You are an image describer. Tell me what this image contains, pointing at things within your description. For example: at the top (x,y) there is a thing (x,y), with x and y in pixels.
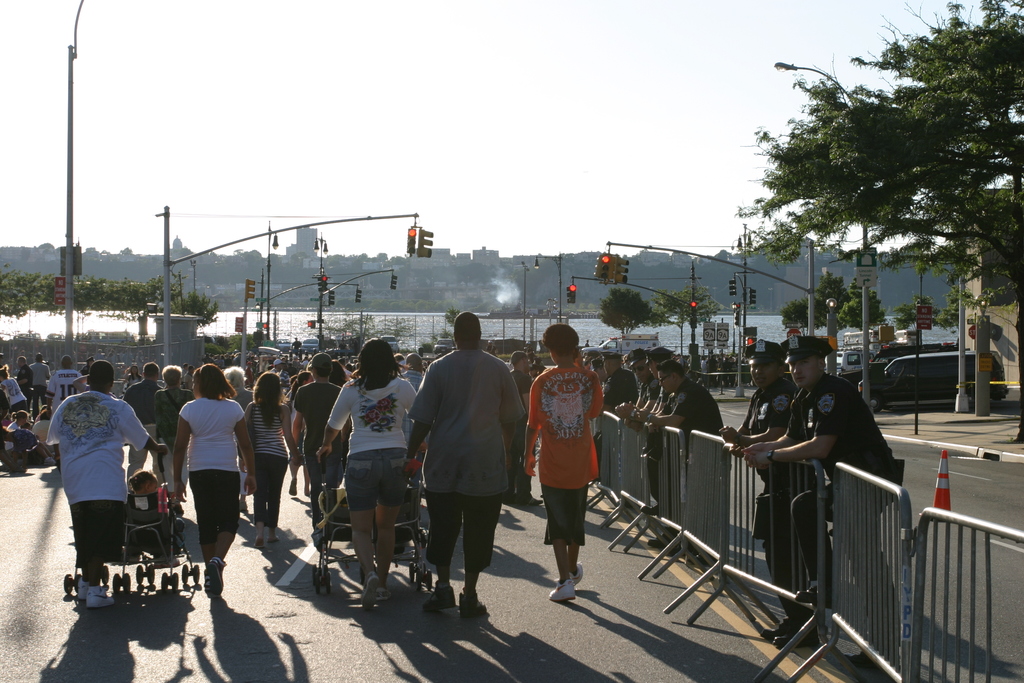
Here we can see few persons (155,443) are walking on the road (220,666) and among them few are pushing strollers (138,542). In the background (258,339) there are trees (920,117), traffic signal poles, sign board poles (863,369), water (327,326), buildings (55,253) and sky (558,123). On the right side (755,461) we can see few persons (602,360) are standing on the road (1010,656) at the fence (842,541).
